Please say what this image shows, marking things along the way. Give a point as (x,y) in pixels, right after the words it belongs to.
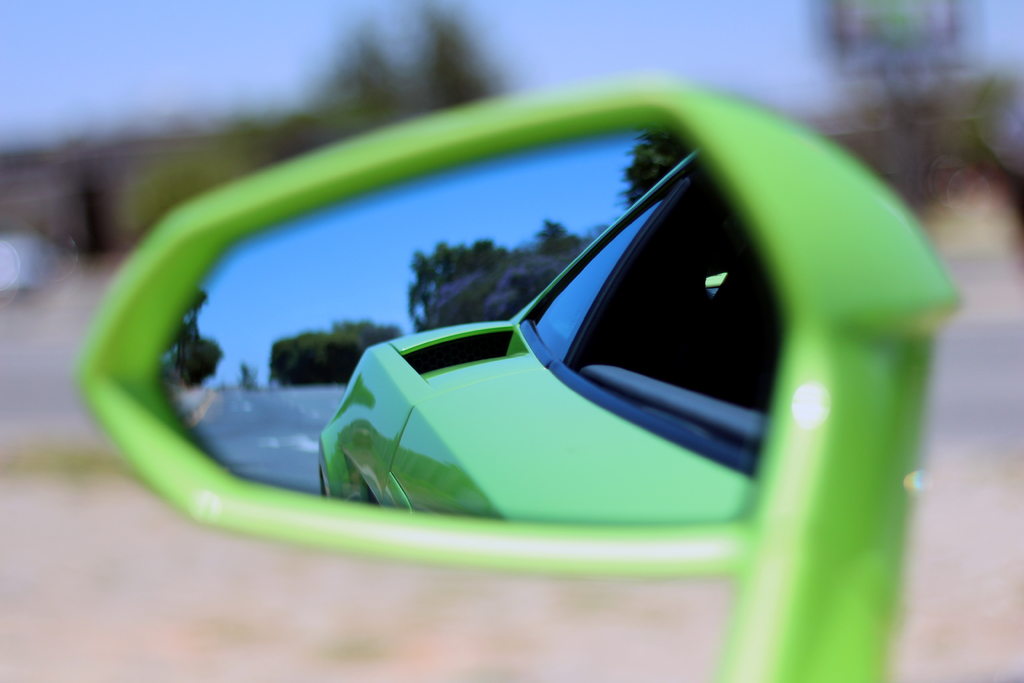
Background (980,119) portion of the picture is blur. In this picture we can see a mirror (732,503). We can see the reflection (658,235) of the sky (482,220), trees (202,376), road (246,462) and partial part of a vehicle (516,429).
